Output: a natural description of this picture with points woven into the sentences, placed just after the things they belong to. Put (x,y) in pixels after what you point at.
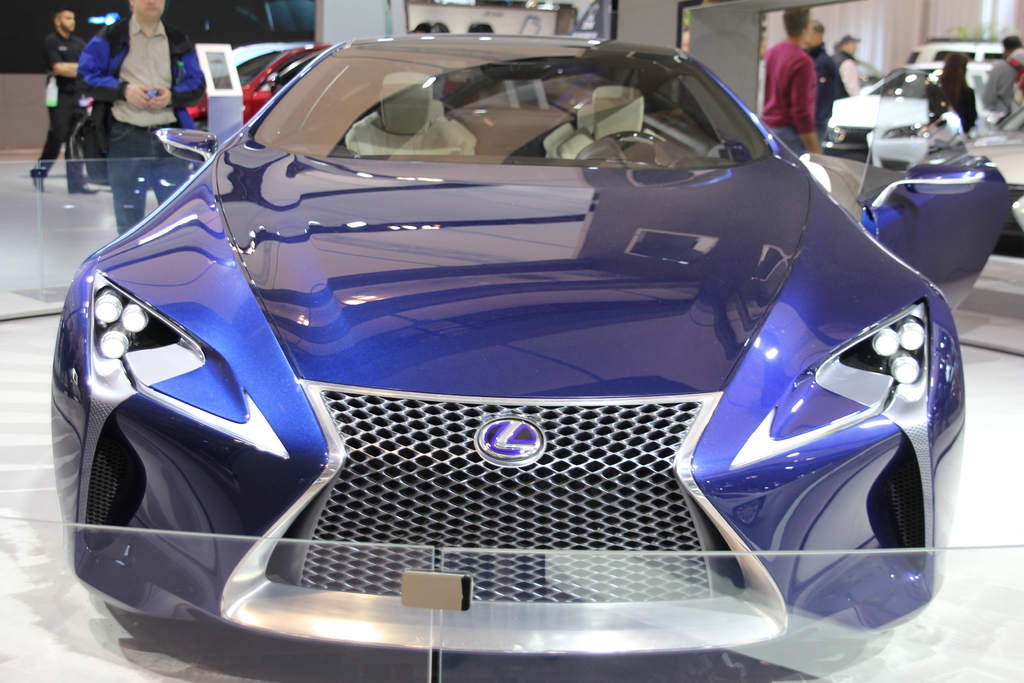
The image is taken in car showroom (399,87). In the foreground (475,172) there is a car (335,281). On the left (70,76) there are people (121,61). In the middle of the picture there are cars (254,55) and people (961,75).
